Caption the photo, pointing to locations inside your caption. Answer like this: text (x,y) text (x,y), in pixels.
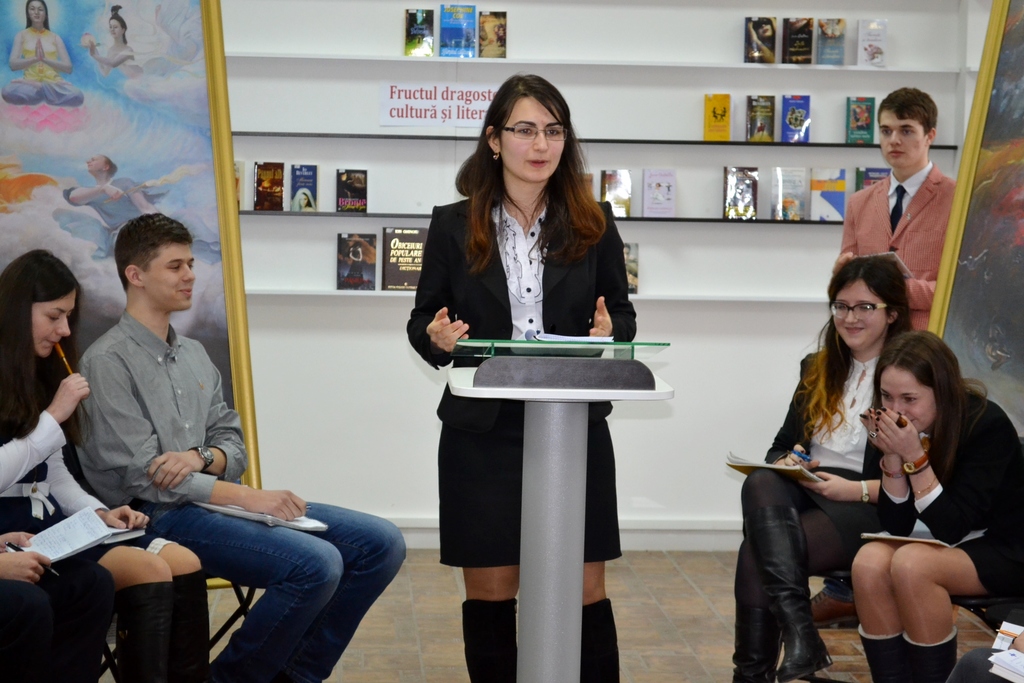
In this picture we can see a group of people (872,544) where some are sitting on chairs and holding books (74,521) with their hands (901,481) and two are standing on the floor (714,576) and in the background (340,268) we can see books (727,197) in racks (651,212), frames (83,99).
